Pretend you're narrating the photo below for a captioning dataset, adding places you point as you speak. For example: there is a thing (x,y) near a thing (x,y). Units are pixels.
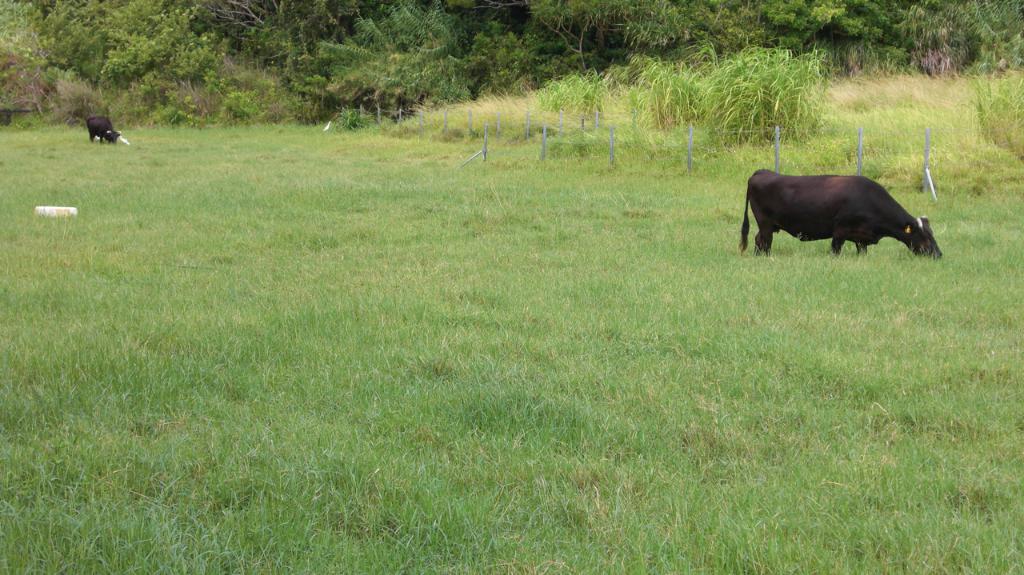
In this image we can see grass (343,346) on the ground (276,305). There are cows (745,223). Also there are poles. In the background (421,54) there are trees (550,45).
